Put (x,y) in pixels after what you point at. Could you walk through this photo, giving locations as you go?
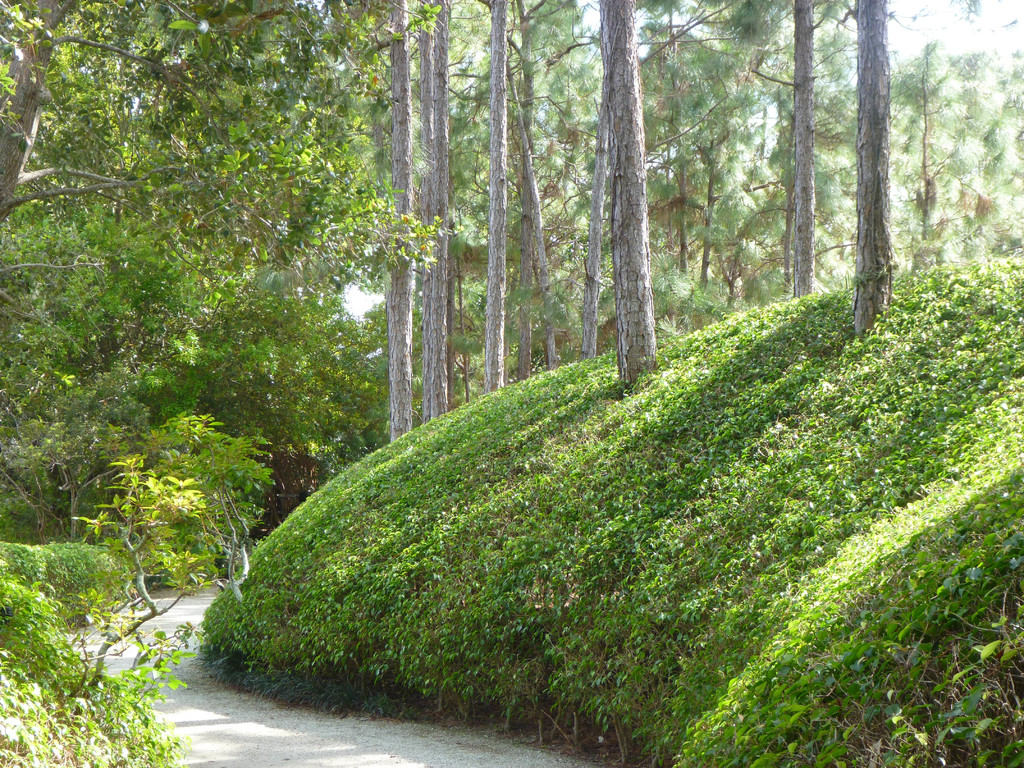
In this image we can see trees (189,290), grass (545,507), road (224,739) and sky (900,15).
